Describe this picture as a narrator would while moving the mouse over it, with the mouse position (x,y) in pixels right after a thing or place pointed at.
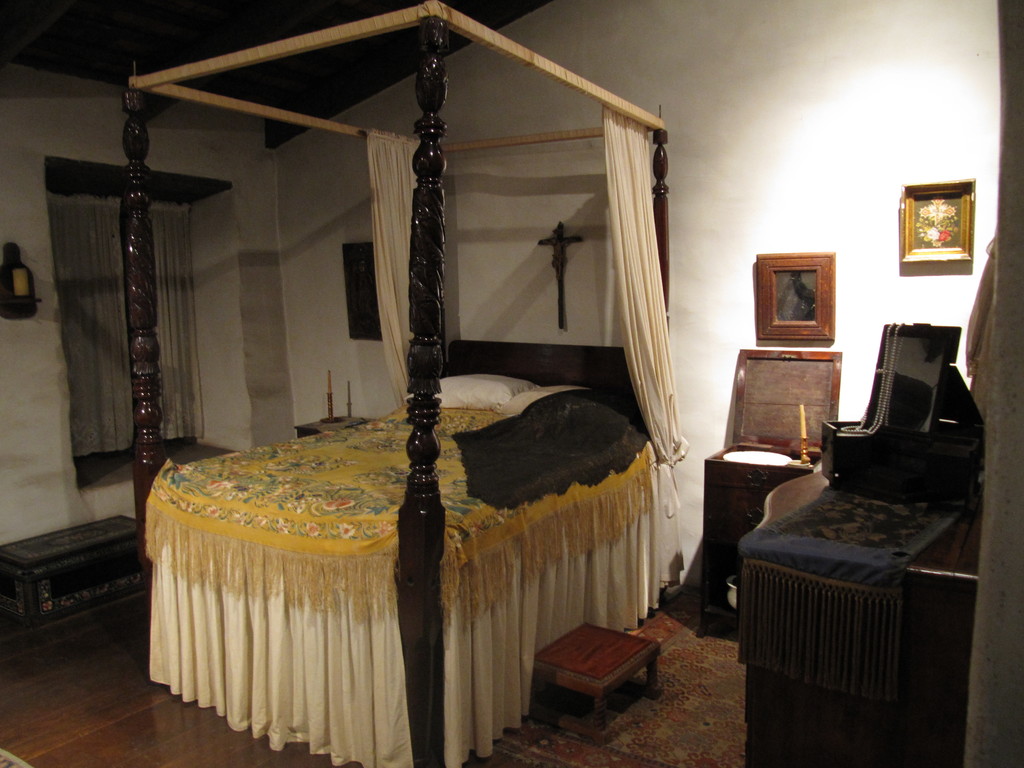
In the image there is a bed (427,432), beside the bed (435,405) there is a stool (618,634) and other objects (844,515) and in the background (589,344) there is a wall (589,344) and there are photo frames (362,331) attached to the wall (220,337) and on the left side (100,207) there is a curtain (98,401).
